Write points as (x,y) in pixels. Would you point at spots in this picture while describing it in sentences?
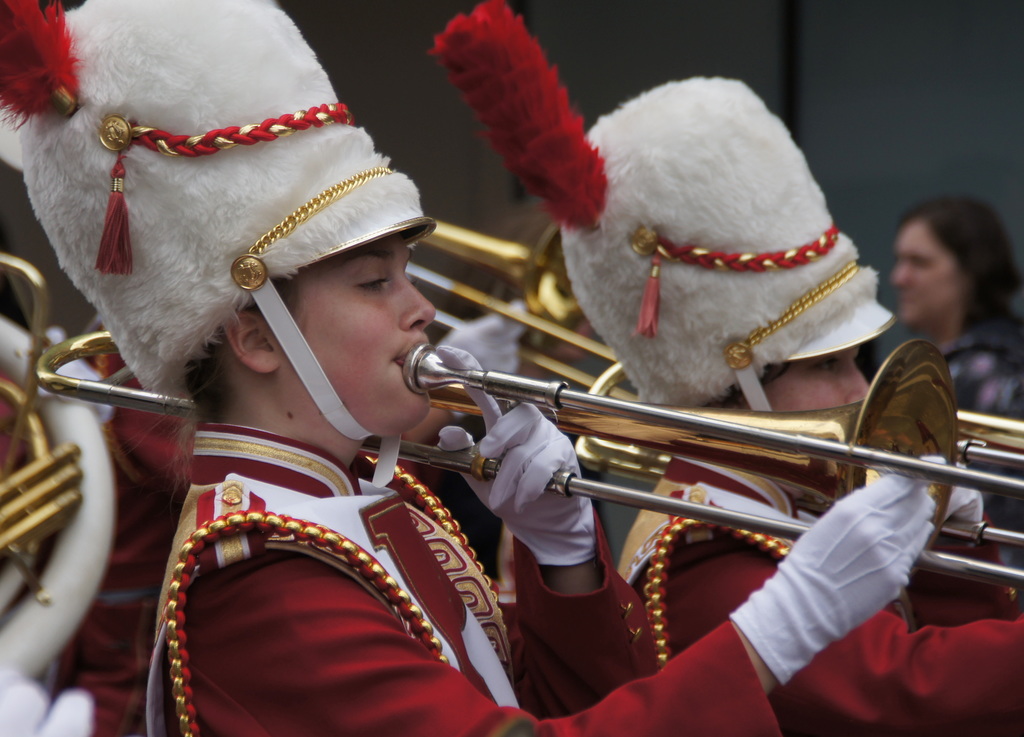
In this picture, we can see a few people (535,569) in a dress code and holding some musical instruments (926,354) and in the background (718,25) we can see the blurred background (595,4) with wall (890,87) and a person (959,381).
